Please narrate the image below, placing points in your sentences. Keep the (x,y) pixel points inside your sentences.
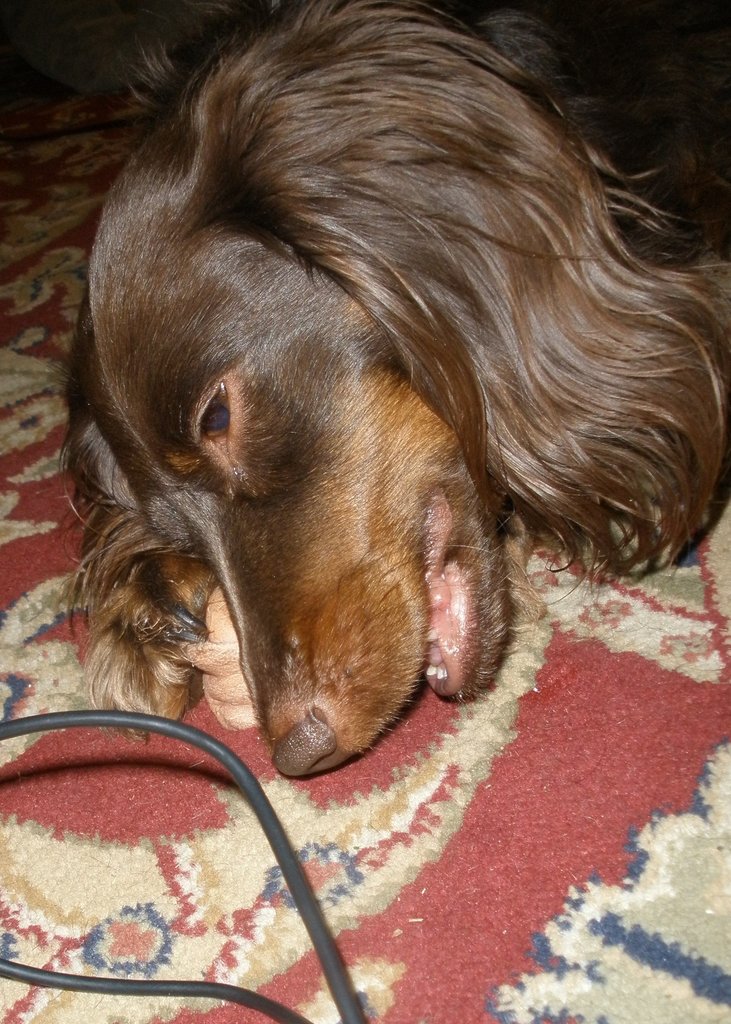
In this image we can see a dog (457,492) on the floor (243,865). We can also see some wires (302,903).
